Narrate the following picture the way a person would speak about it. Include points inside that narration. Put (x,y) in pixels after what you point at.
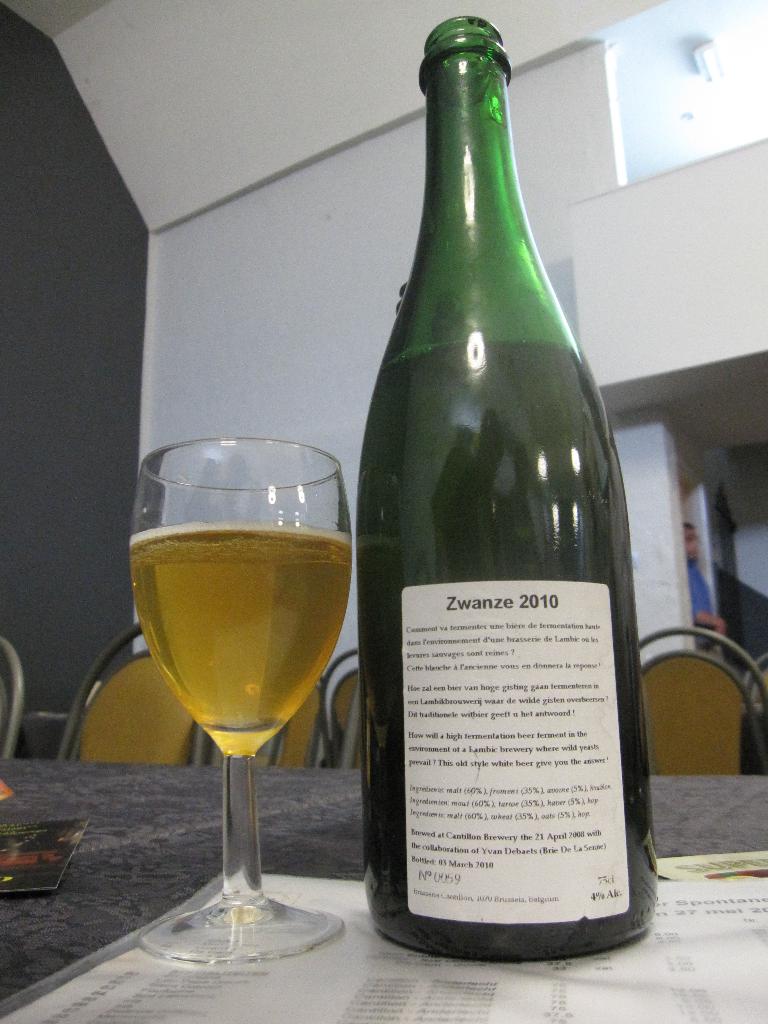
In this image I can see a bottle (605,774), a glass (263,650) and few chairs (147,673). I can also see a person (697,566).
